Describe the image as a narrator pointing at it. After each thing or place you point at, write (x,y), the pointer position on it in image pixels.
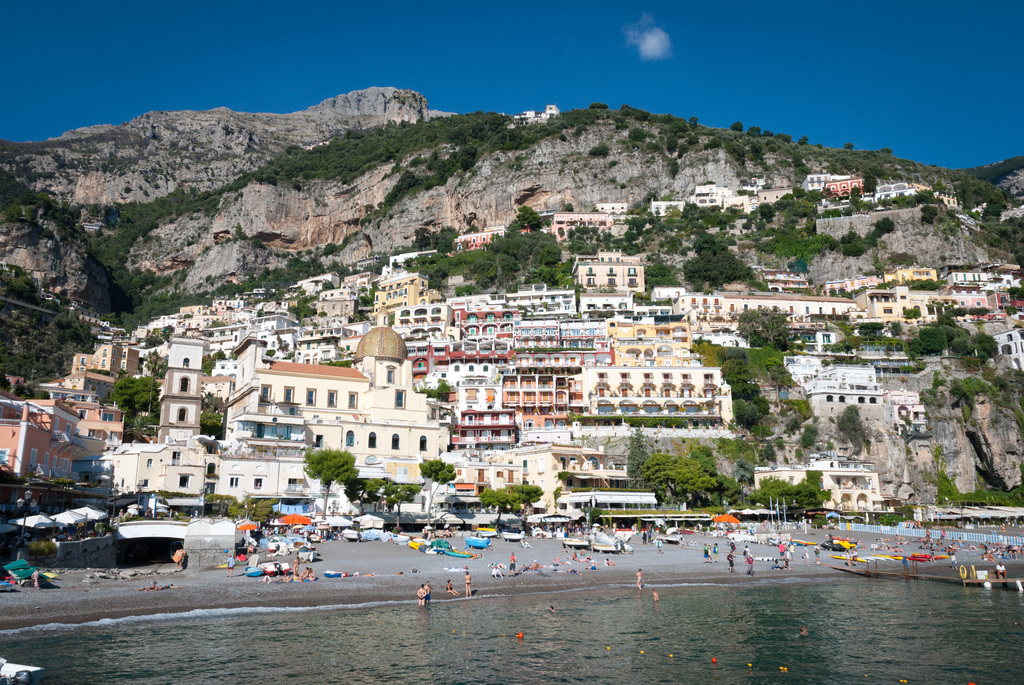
In this image there is a sea (903,587), near the sea (391,606) there are people (661,542), tents (253,527), trees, buildings (751,304), mountain (663,189) and the sky (268,72).
